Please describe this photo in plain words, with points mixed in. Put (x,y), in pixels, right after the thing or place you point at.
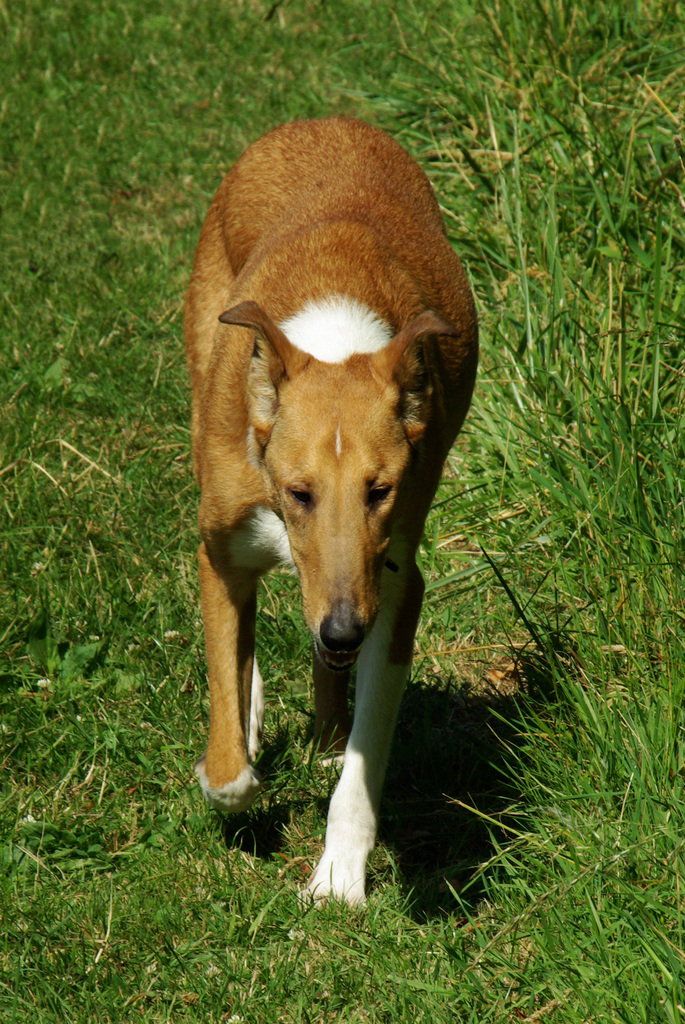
In this image we can see a dog (302,385) on the grass (74,305).
